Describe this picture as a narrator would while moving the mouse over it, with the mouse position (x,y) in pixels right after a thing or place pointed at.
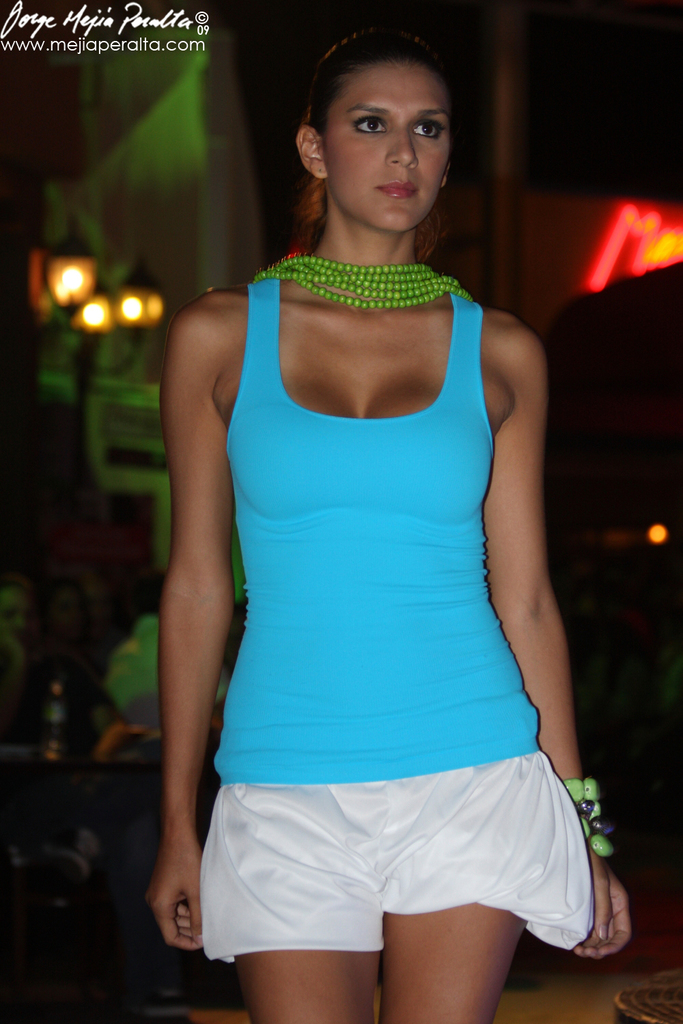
This is a zoomed in picture. In the foreground (372,145) there is a woman (377,553) wearing blue color t-shirt (368,595) and seems to be walking on the ground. In the background (120,353) we can see the lights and many other objects (6,672). In the top left corner (176,34) there is a text (11,49) on the image.
